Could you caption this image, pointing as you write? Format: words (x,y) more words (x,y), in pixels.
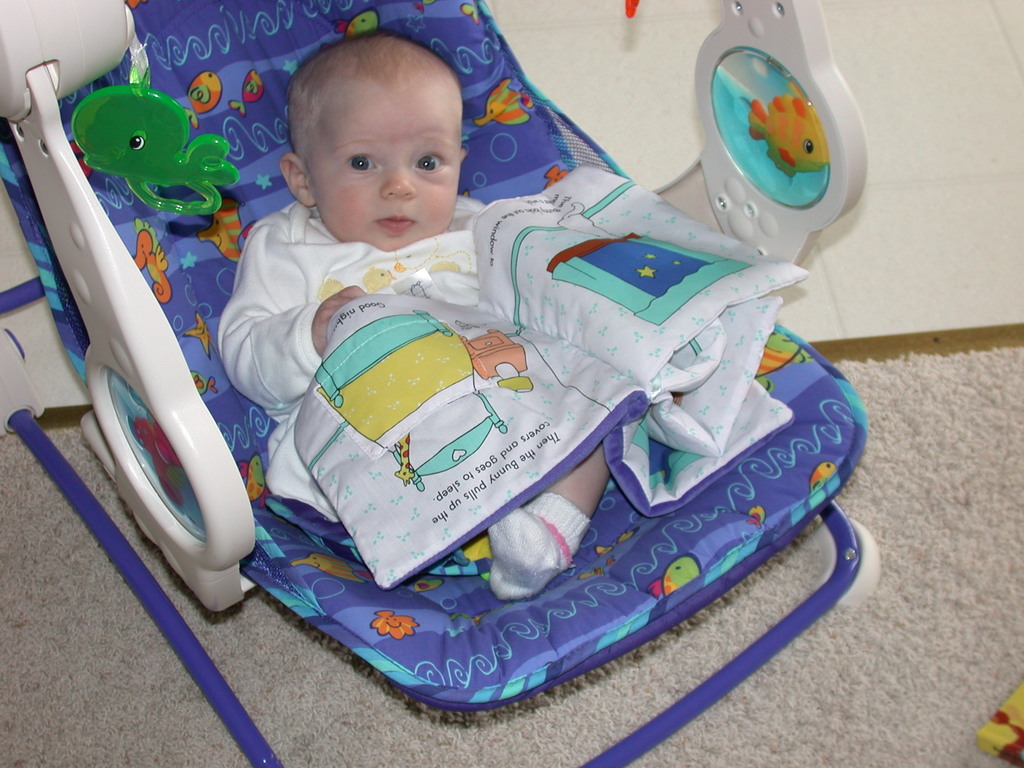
In the middle of the image (474,287) we can see a baby (335,173) in the cradle (306,553) and we can see a mat (932,625).
